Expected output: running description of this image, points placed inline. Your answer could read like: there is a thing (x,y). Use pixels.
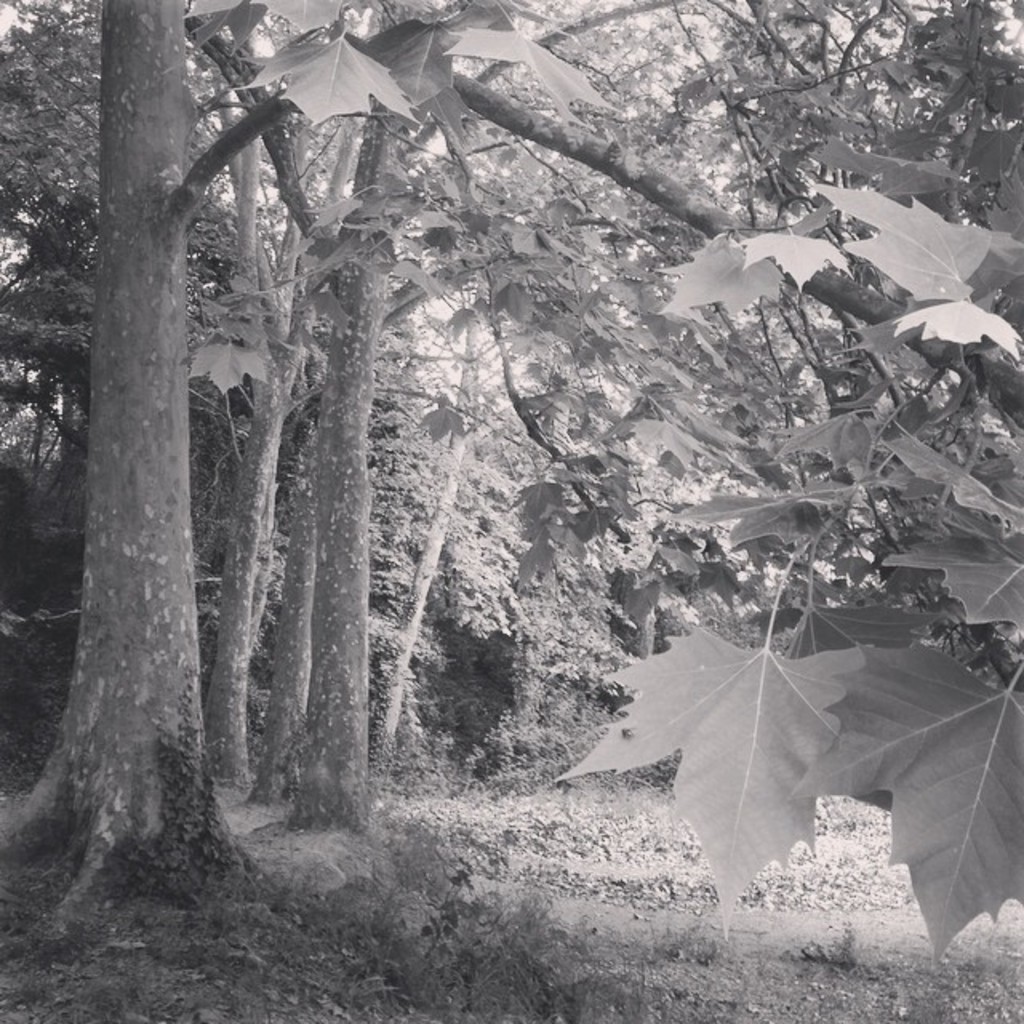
In this image we can see a group of trees (565,532) and some plants (474,966).
